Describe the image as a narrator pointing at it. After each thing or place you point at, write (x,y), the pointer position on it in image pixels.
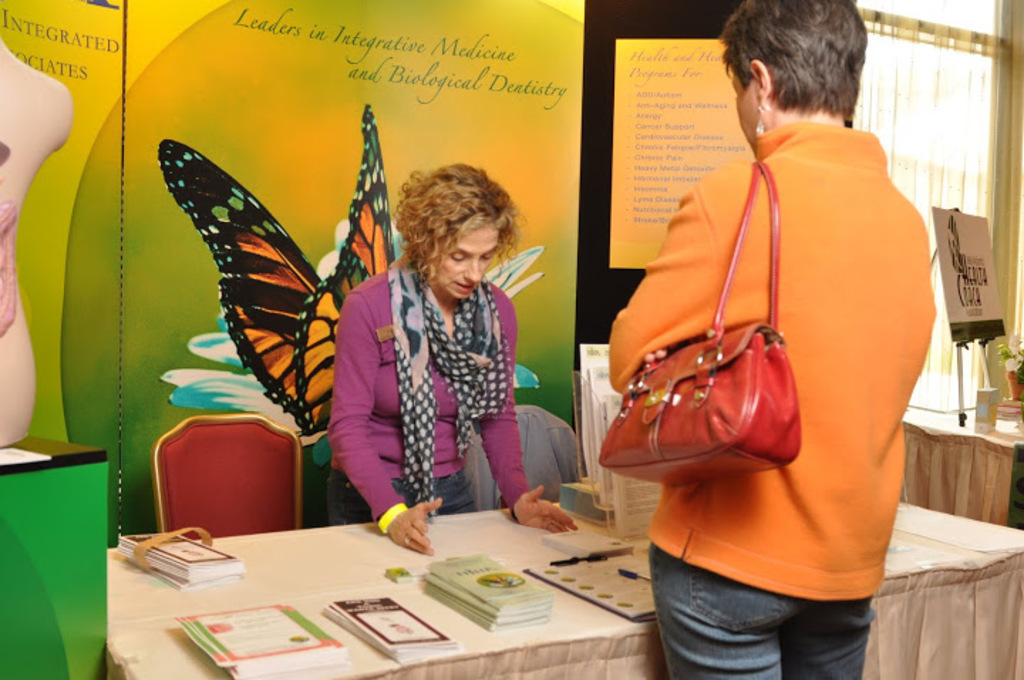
in this image there is woman (522,521) standing, another person (758,157) standing and the background there are books (230,564), table (271,555), hoarding (343,88), curtain (893,99).
